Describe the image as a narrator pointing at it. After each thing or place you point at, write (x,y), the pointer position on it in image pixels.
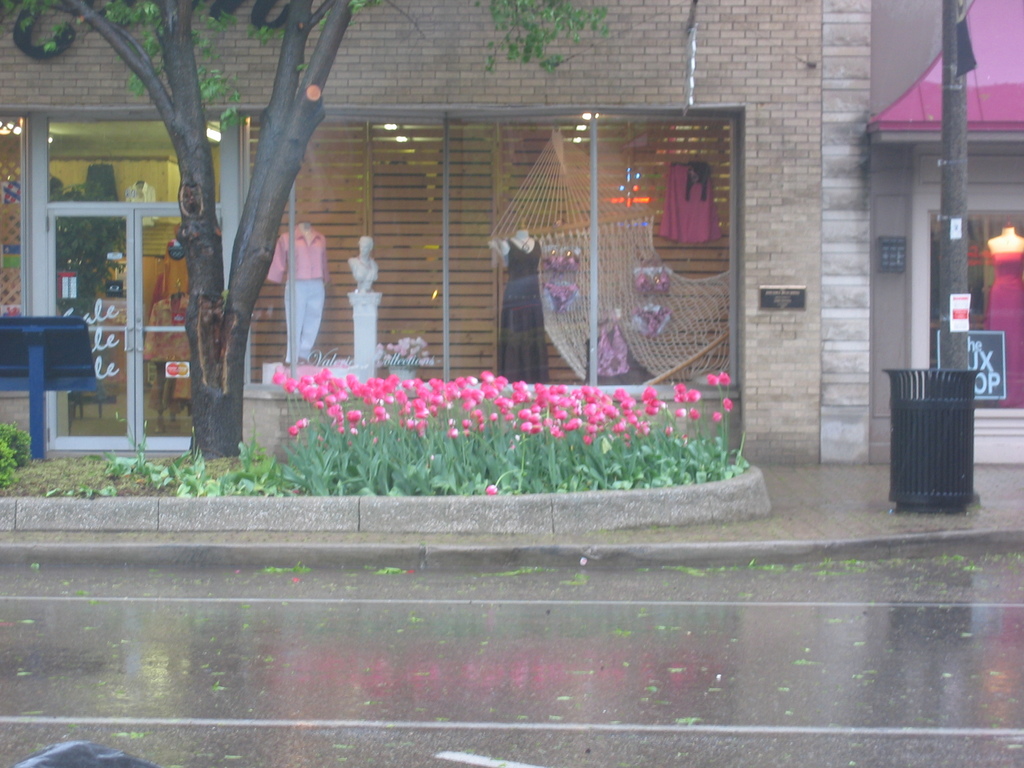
This picture is clicked outside. In the center (593,415) we can see the flowers (402,404) and plants (421,445) and a black color object (953,436) placed on the ground (1002,485) and we can see the metal rod (951,61), tree (183,181). In the background (742,46) we can see the buildings (765,49), tent (1011,32) and we can see the mannequins (540,261) wearing dresses (523,287) and we can see the door (127,318), lights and many other objects (58,288).
